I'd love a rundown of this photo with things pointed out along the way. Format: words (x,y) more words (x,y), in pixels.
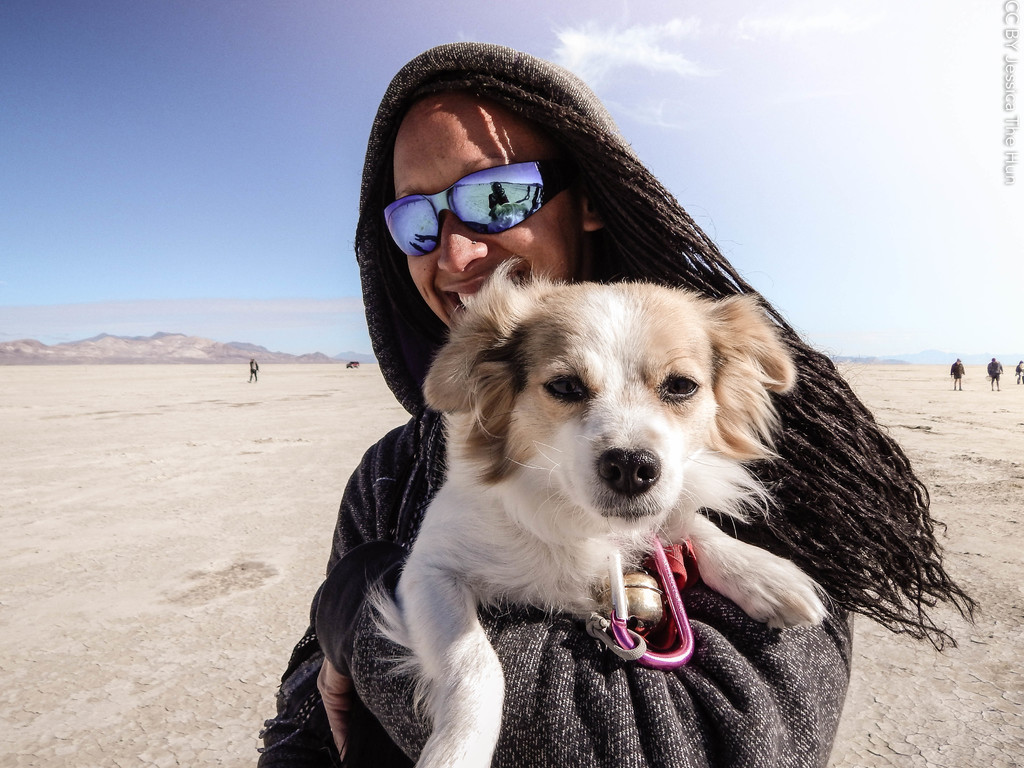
In this image I can see a person (447,319) holding the dog (581,470). To the right (995,371) there are few people (959,372) walking. To the left (167,359) there is a rock (129,358). In the background (236,61) there is a sky (698,82).
